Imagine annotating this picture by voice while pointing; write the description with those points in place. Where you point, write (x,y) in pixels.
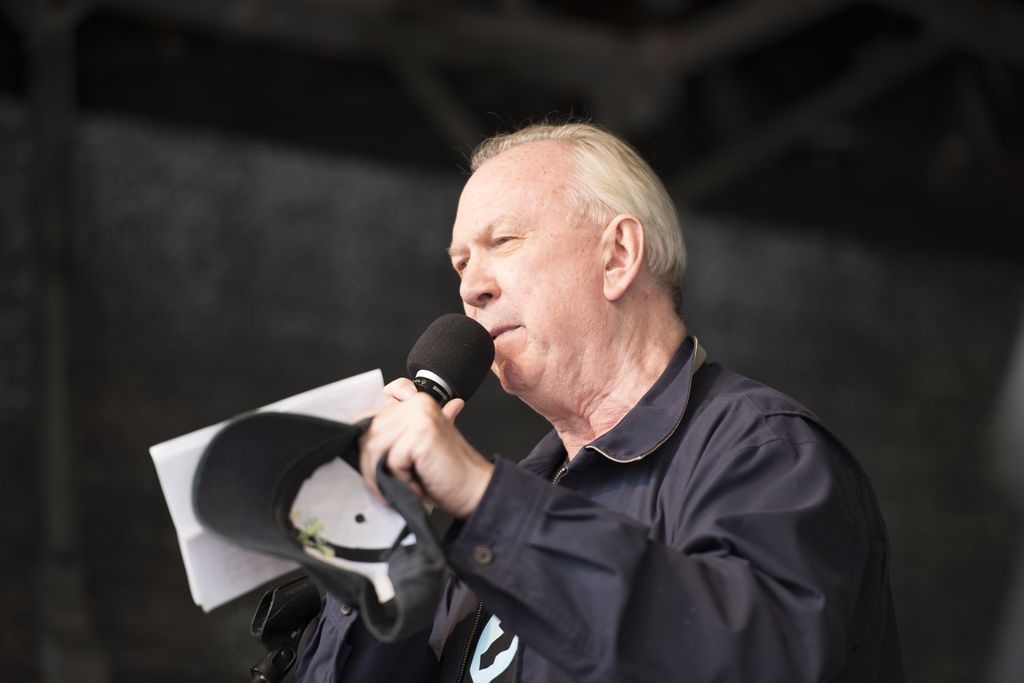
In this image a man (639,185) is standing and holding a mic (439,378), a cap (310,539) and a paper (173,455) in his hands (383,427) and he is talking. He is wearing a black jacket (552,487).
